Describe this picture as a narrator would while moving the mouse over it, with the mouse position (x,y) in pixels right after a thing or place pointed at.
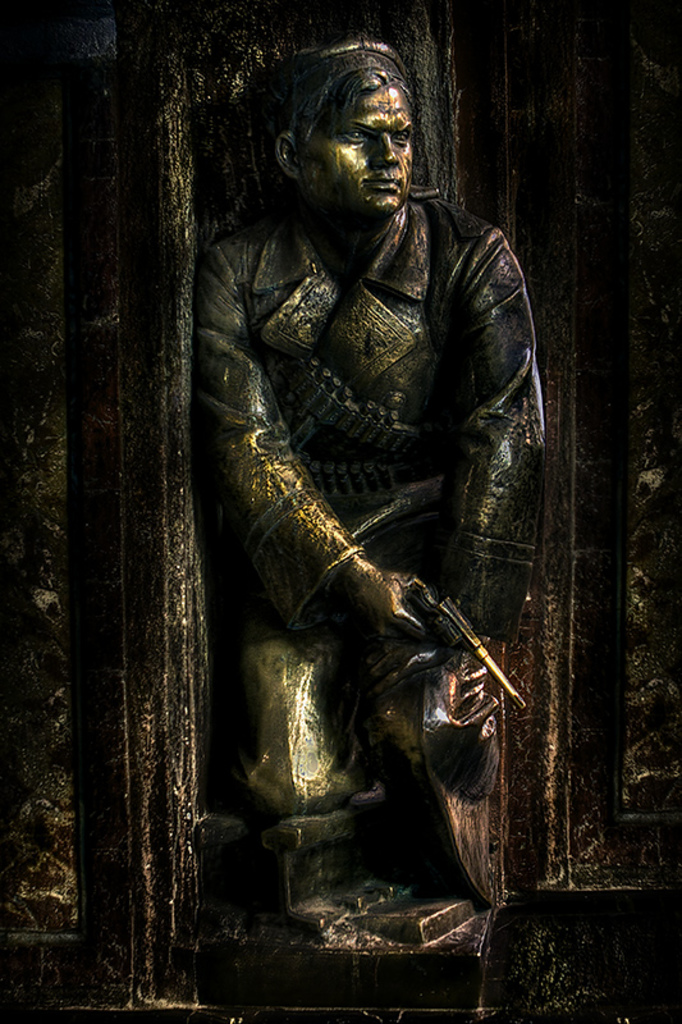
In this picture I can observe a carving of human (299,448) holding a gun (490,665) in his hand (398,604). In the background (248,881) I can observe a wall (601,465).
